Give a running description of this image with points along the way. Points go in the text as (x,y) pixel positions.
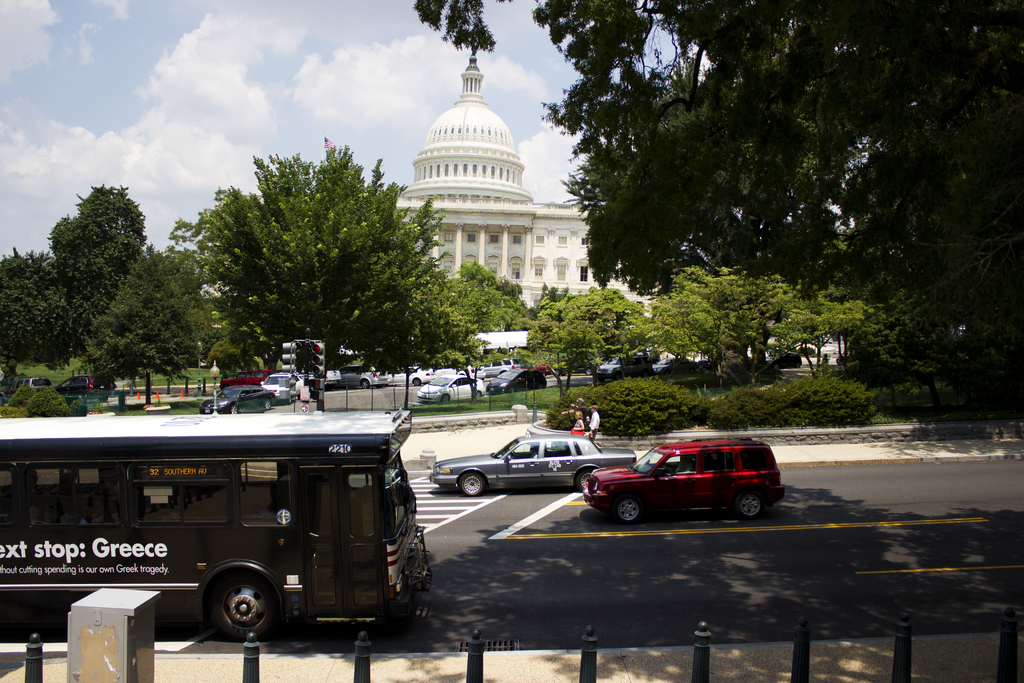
In this image I can see a road (922,470) in the front (313,543) and on it I can see a bus (383,422) and two cars (464,463). In the background (686,399) I can see two persons (573,408), plants (791,399), number of trees (643,337), signal lights (301,358), number of cars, a white colour building (457,121), clouds (184,81) and the sky (59,39). On the left side of this image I can see few orange colour things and on the bottom side (98,595) I can see number of poles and a silver colour thing (68,628). I can also see something is written on the bus (175,494).
